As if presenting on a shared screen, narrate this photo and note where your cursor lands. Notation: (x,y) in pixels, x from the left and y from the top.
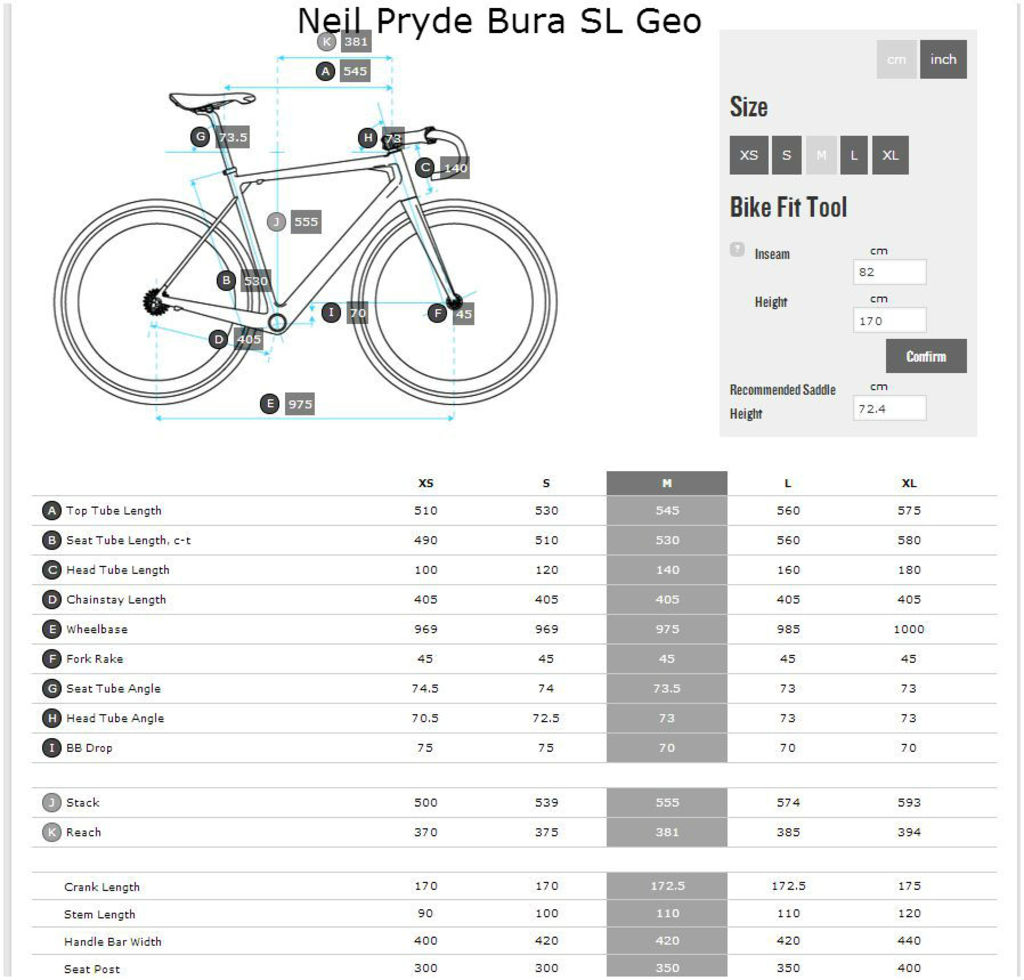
There is a diagram (504,296) of a bicycle (454,289) at the top side of the image (363,263) and there are some texts (789,207) and numbers (418,688) in the image.
